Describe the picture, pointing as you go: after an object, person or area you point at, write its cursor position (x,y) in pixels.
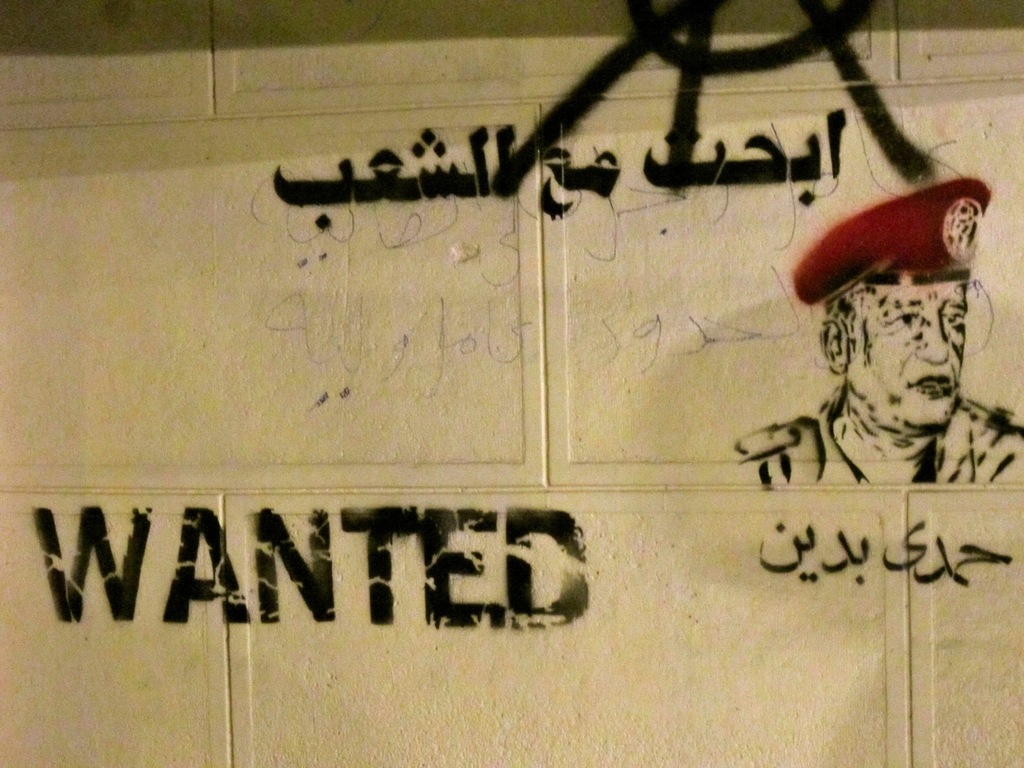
In the center of the image (354,510) there is a wall (52,634) with some graffiti painting (1013,418) on it.
